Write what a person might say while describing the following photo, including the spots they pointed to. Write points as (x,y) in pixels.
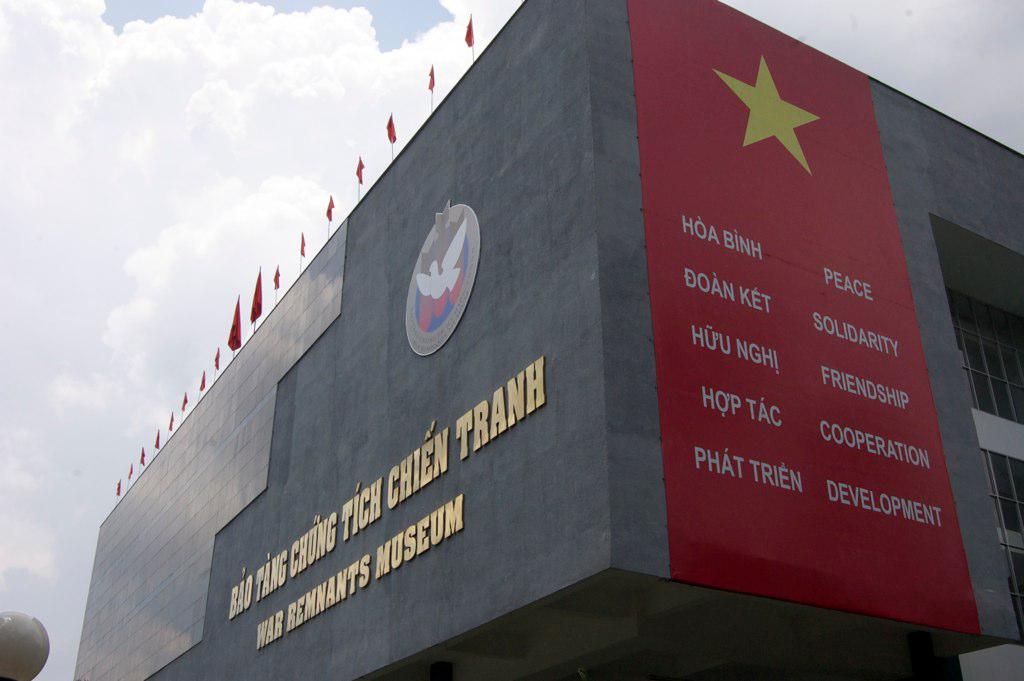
In this picture we can see a building (272,540) with a logo (463,301), poster (751,137), flags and some text (338,531) on it and some objects (13,630) and in the background (193,117) we can see the sky (176,80) with clouds (464,39).
